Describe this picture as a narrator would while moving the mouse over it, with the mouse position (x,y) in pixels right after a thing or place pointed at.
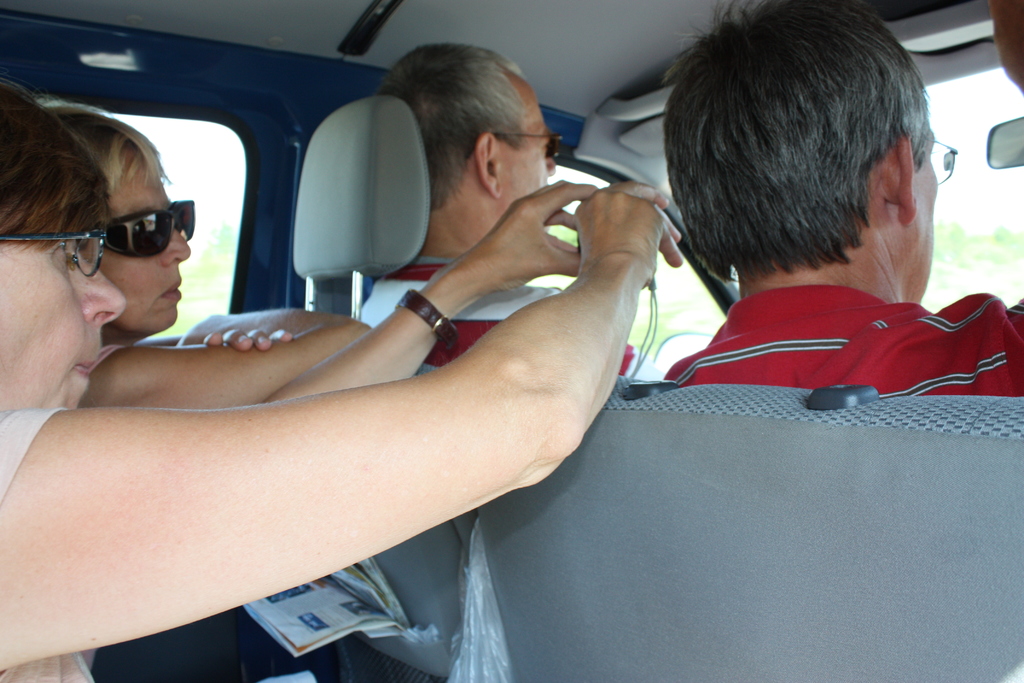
In the image I can see people (498,279) are sitting in a vehicle (657,502). These people (439,440) are wearing glasses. I can also see windows (995,223) and some other objects (777,474) in the vehicle (696,529). This is an inside view of a vehicle (289,212) where we can see the trees (1021,242) through windows (1023,199).
